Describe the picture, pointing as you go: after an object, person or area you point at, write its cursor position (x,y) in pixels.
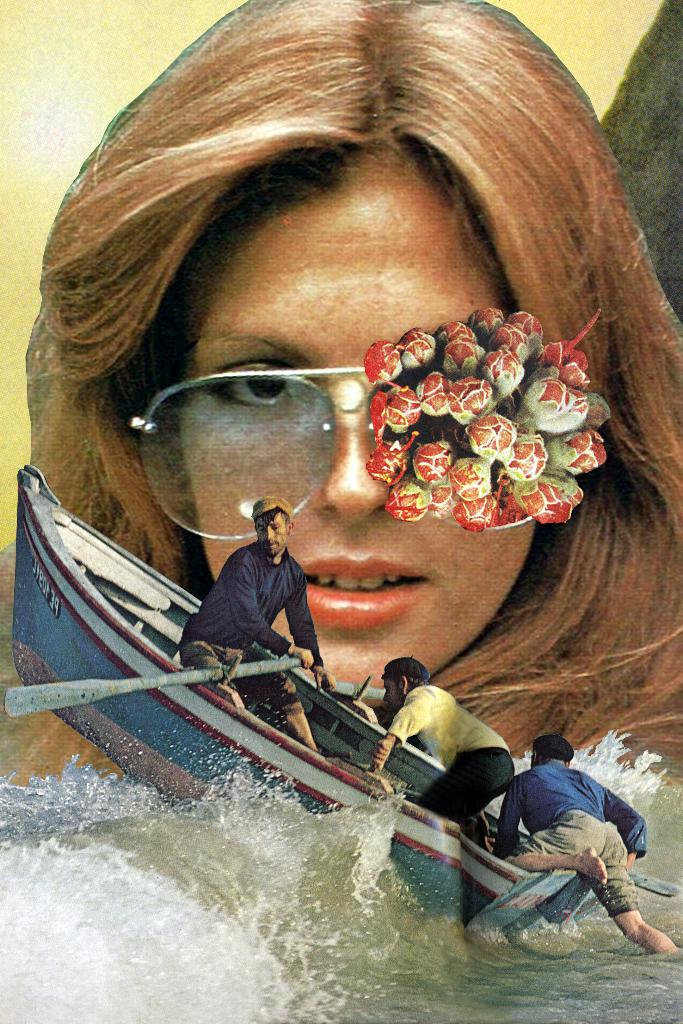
This is an edited image. In the background of the image (208,104) there is a lady (228,86) wearing spectacles (222,378). In the center of the image (229,575) there is a boat (209,730) in which there are people (304,660) sitting. At the bottom of the image (281,937) there is water (360,947).
